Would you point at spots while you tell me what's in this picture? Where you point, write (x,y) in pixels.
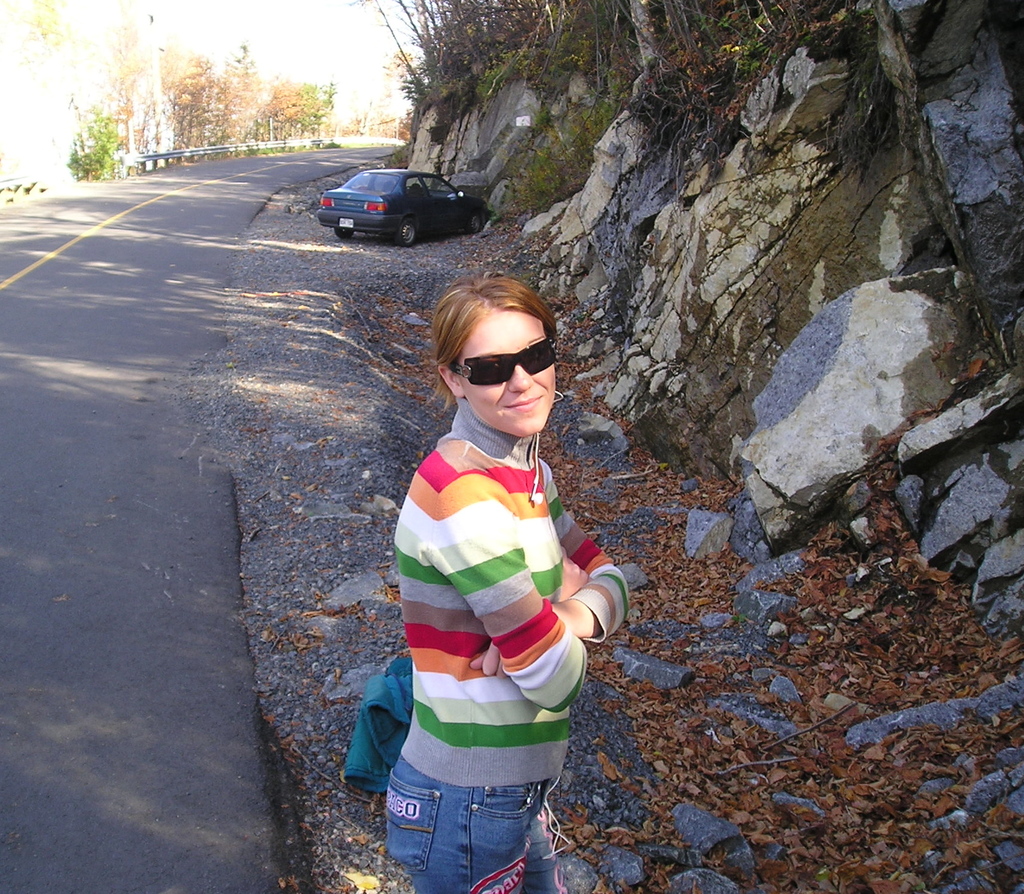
In this picture there is a woman (499,750) standing and smiling. On the right side of the image (751,416) there is a hill (860,383) and there are trees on the hill (834,119) and there is a car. On the left side of the image (181,134) there is a railing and there are trees (301,134). At the top (269,44) there is sky (213,26). At the bottom (123,779) there is a road (24,838) and there are dried leaves (911,745).
